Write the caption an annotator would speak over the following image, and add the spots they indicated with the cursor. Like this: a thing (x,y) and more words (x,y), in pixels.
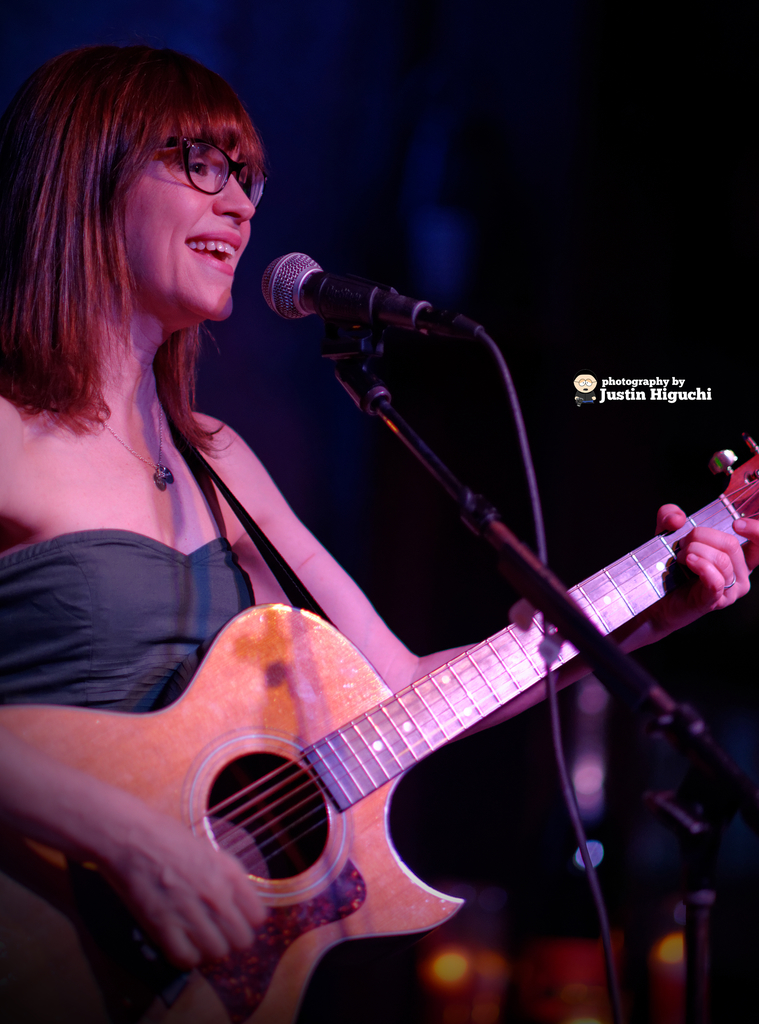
This picture is mainly highlighted with a beautiful woman (218,184) who is standing in front of a mike (330,306) and playing a guitar (410,725). She wore spectacles (215,181).
